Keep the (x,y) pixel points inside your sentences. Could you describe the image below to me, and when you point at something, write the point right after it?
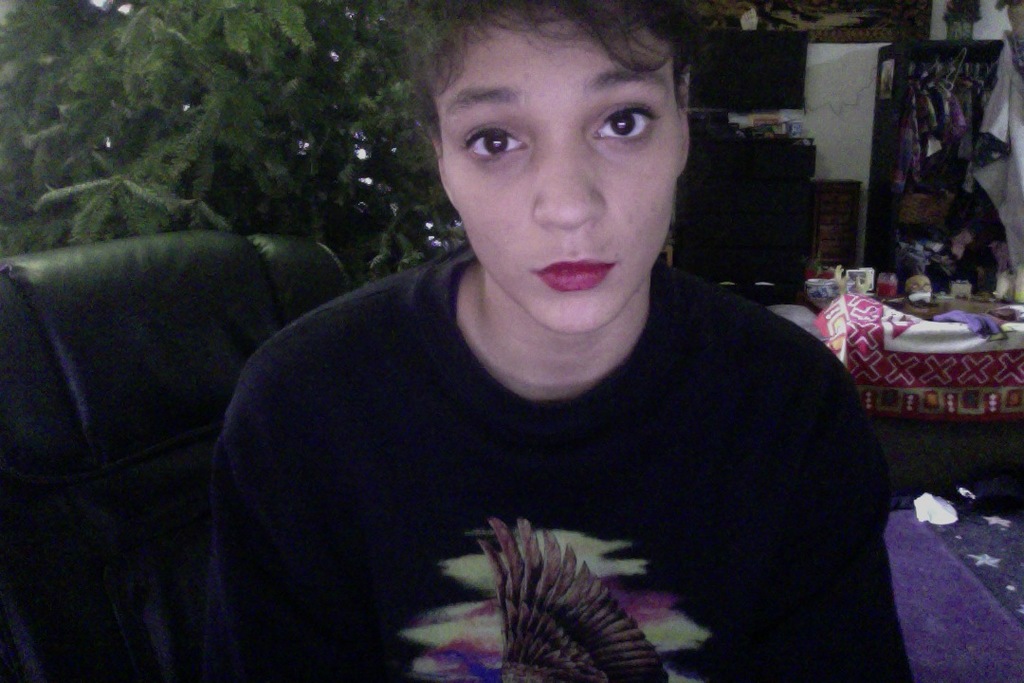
In the image we can see a person (480,344), in the middle of the image (465,430). The person (534,500) is wearing clothes (408,418), here we can see the sofa (136,348), leaves (328,125) and the bed sheet (952,369). Where we can see the clothes (931,124) hung to the hanger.
